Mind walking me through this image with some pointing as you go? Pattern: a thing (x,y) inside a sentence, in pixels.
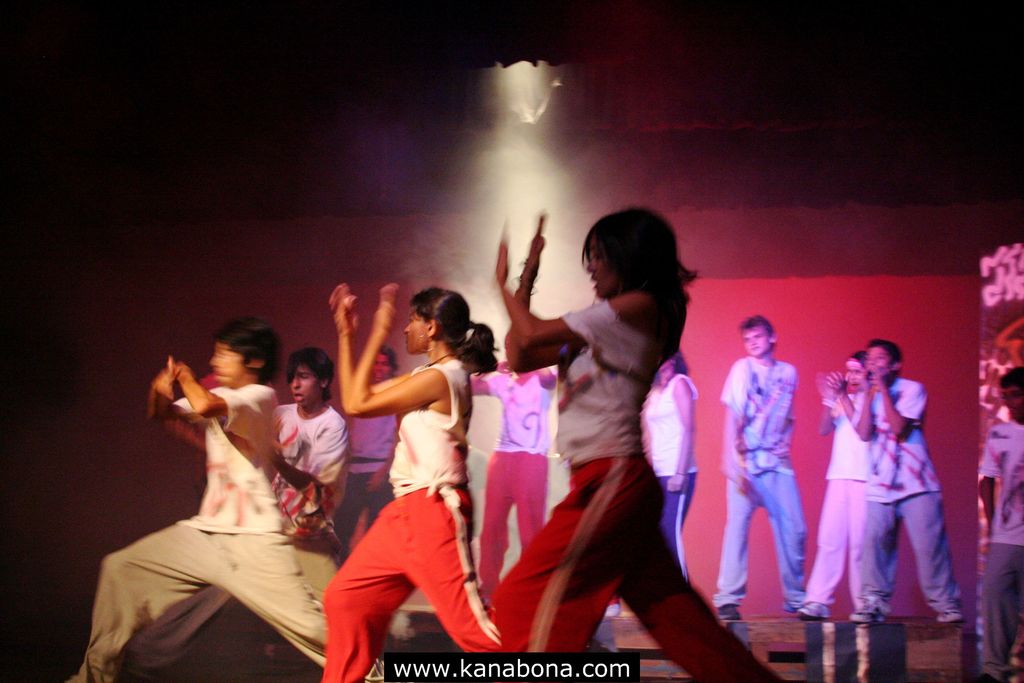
In this image I can see few people (760,477) are wearing different color dresses (432,471). Background (965,302) is in red and black color. I can see the lighting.
